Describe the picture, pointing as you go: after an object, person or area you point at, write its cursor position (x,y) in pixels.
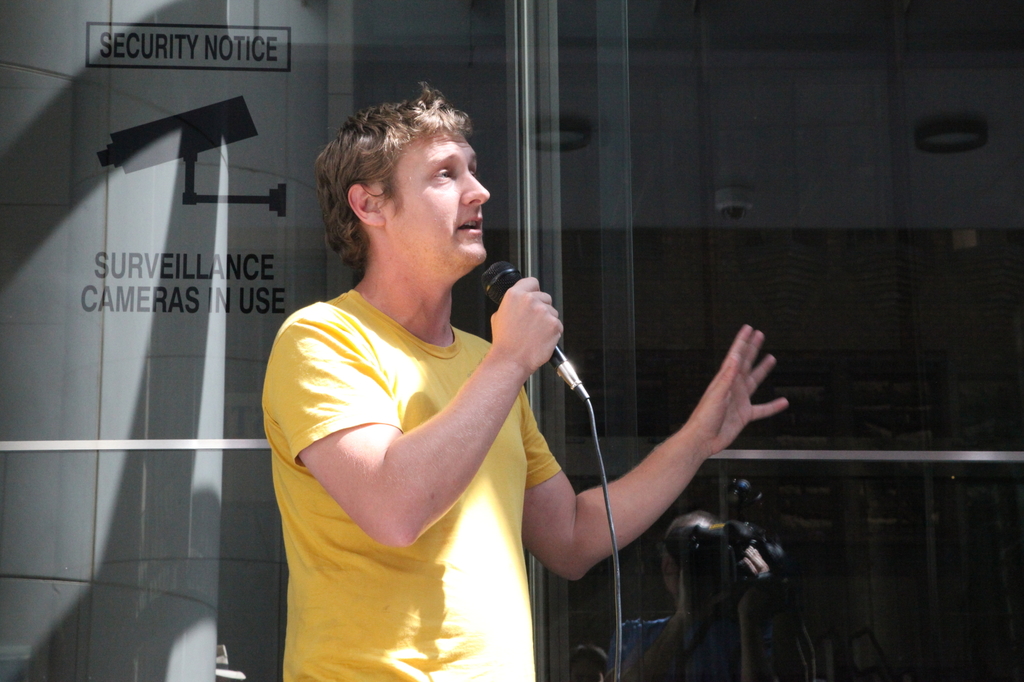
A person (445,387) is talking on mic (500,285). Behind him there is a glass door (286,309).
